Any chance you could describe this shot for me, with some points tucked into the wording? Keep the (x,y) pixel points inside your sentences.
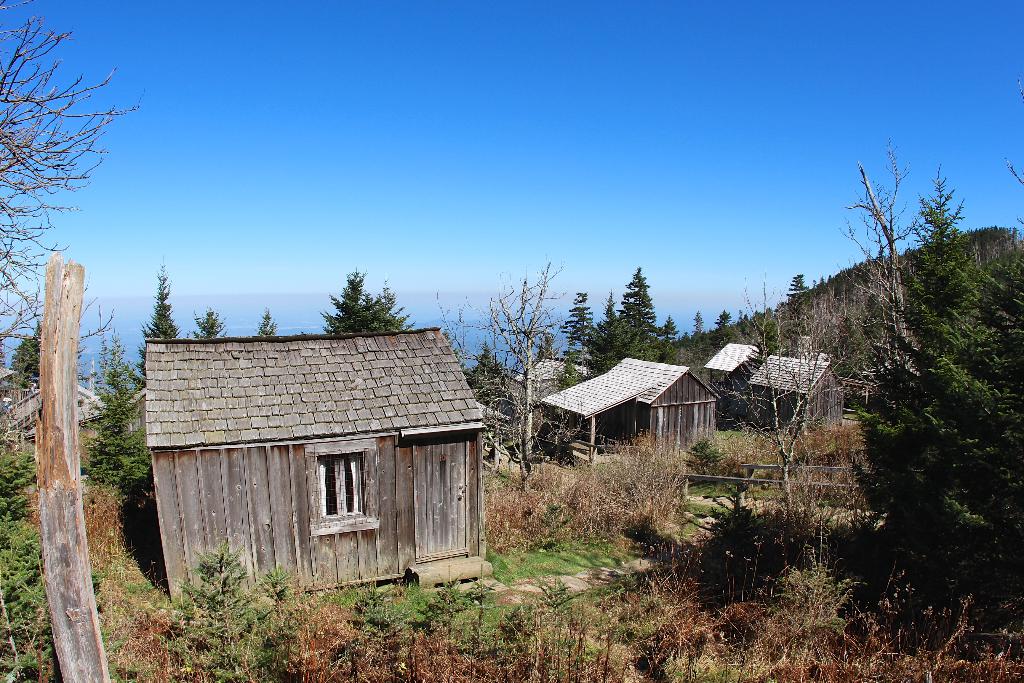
In the picture we can see many plants (729,653), grass (756,655), on the path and we can see some wooden houses (270,491), huts (282,467) and near to it, we can see some trees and behind we can see some hills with trees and sky (875,232) which is blue in color.
